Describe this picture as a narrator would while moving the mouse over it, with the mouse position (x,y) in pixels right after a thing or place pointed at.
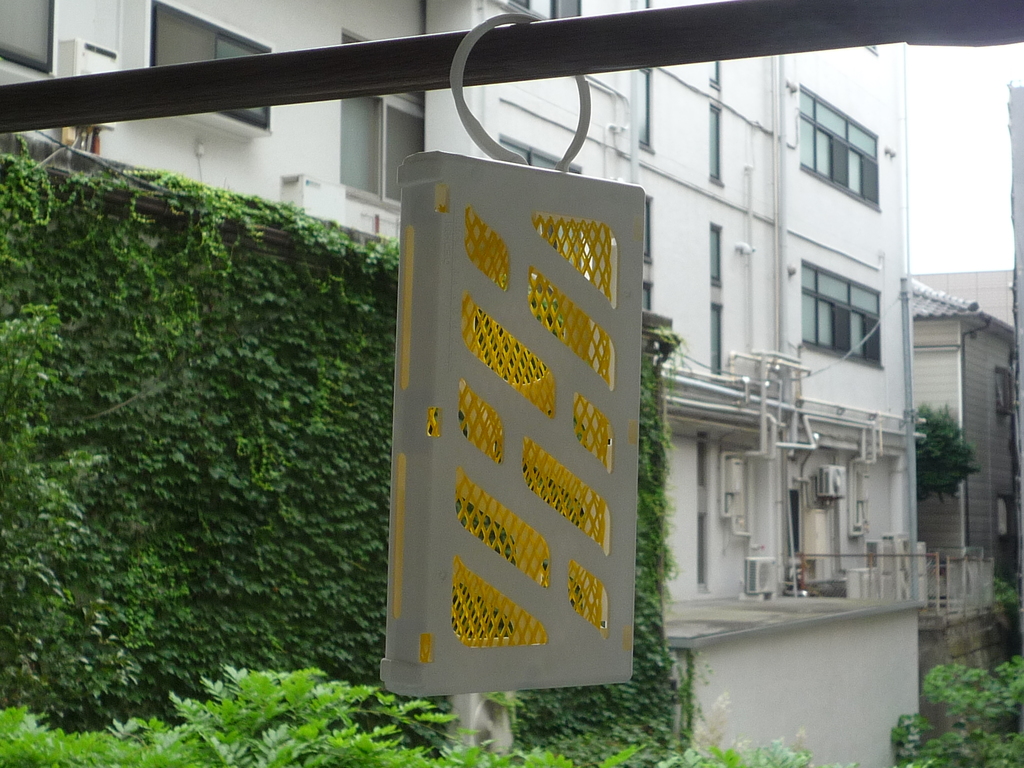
In this image, in the middle (586,446), we can see a box (419,587) which is attached to a metal rod (340,81). In the background (252,752), we can see some trees (276,756), plants (241,537), buildings (768,293), air conditioner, glass window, pipes (809,420). At the top (928,151), we can see a sky (953,151).
